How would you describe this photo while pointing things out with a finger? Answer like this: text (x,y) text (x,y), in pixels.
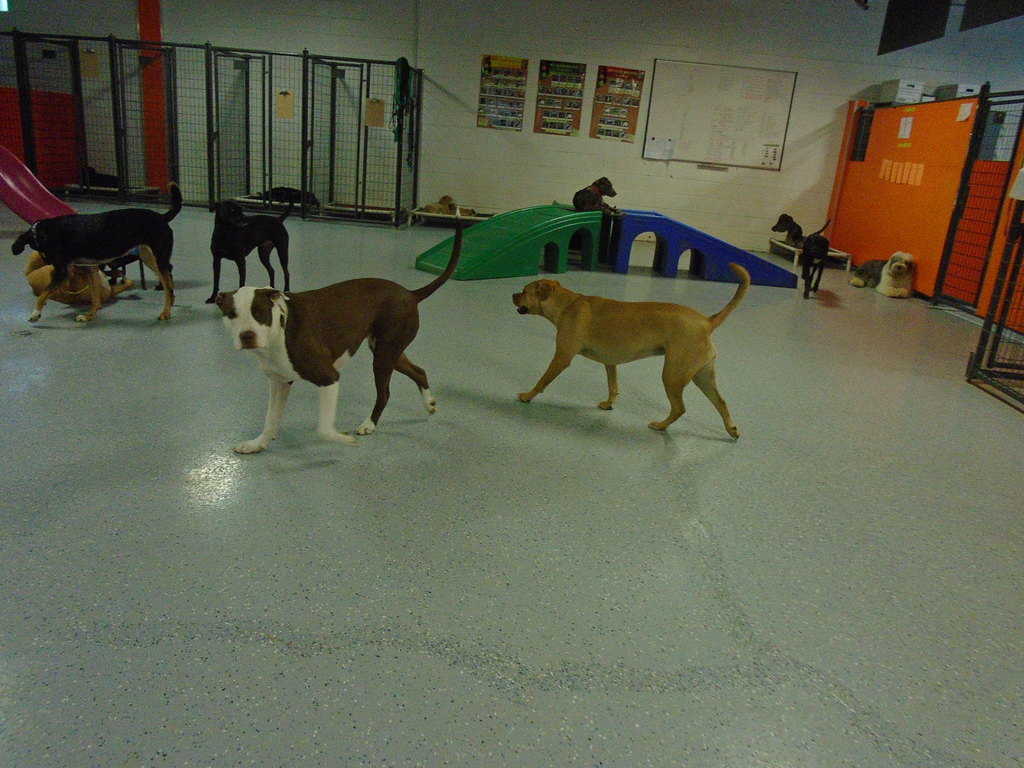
In the image we can see there are dogs (53,263) standing on the floor (96,411) and there is a dog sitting on the plastic box (583,236). Behind there are iron cages (350,116) and there are charts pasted on the wall (828,157).
